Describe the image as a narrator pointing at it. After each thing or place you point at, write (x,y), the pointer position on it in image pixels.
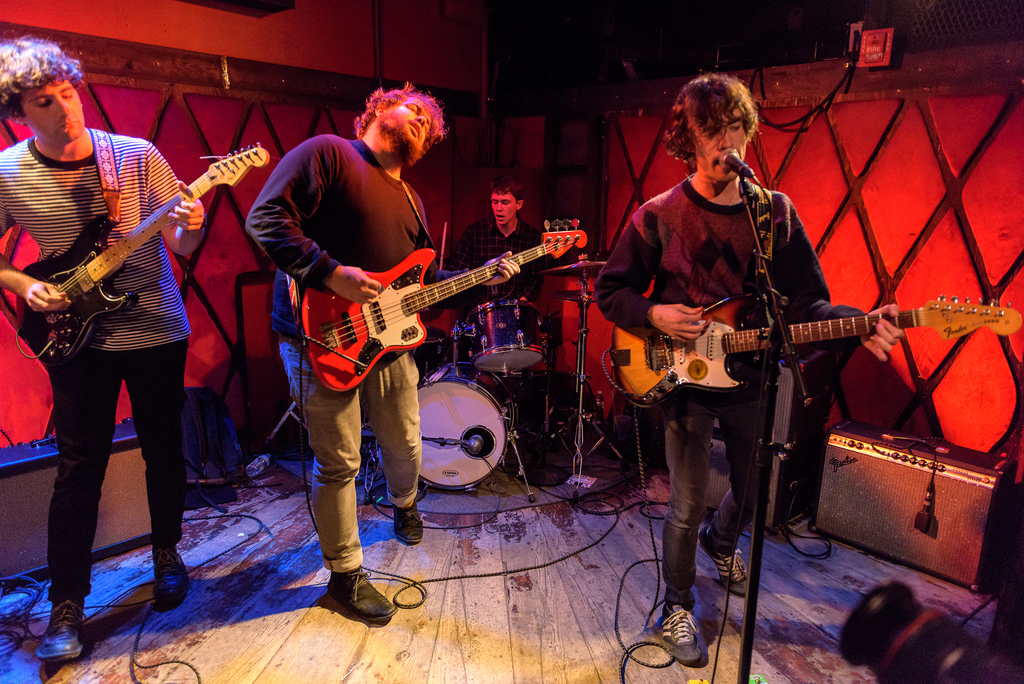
This is the picture of four people (537,294) who are playing some musical instruments (490,456).
